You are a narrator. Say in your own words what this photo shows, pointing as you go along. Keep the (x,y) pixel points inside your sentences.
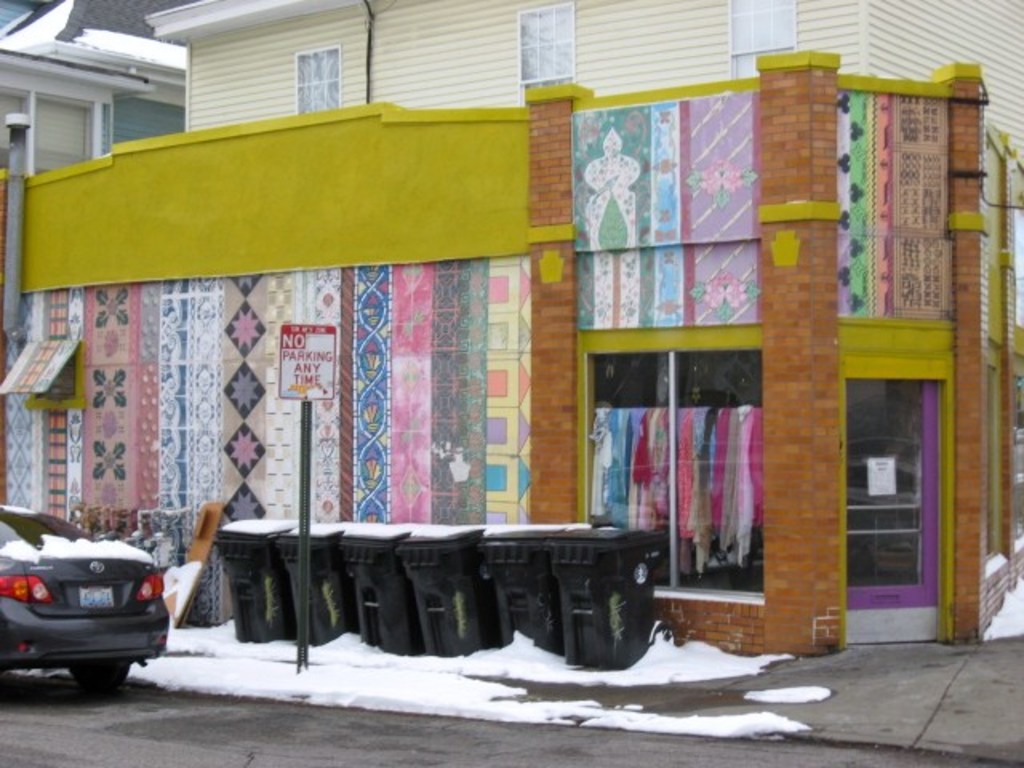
In this image we can see a building (404,258) with windows (318,79) and some painting (668,138) on the wall (526,320). We can also see some clothes (729,438) from a glass window (745,501). On the bottom of the image (121,628) we can see a car (72,646) on the road (187,706), a signboard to a pole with some text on it, some containers (355,574) and the snow (493,663) on the ground (627,706).
